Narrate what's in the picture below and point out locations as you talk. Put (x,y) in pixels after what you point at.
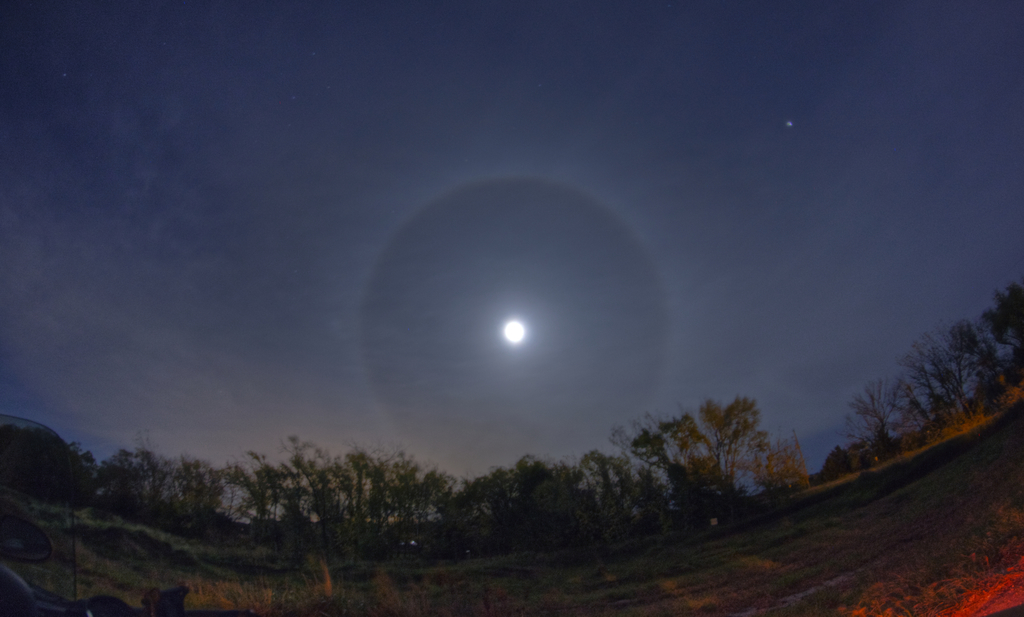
In this image there is a land (858,516), in the background (768,464) there are trees (689,481) and the sky (381,399), in that sky (528,337) there is a moon (518,327).
